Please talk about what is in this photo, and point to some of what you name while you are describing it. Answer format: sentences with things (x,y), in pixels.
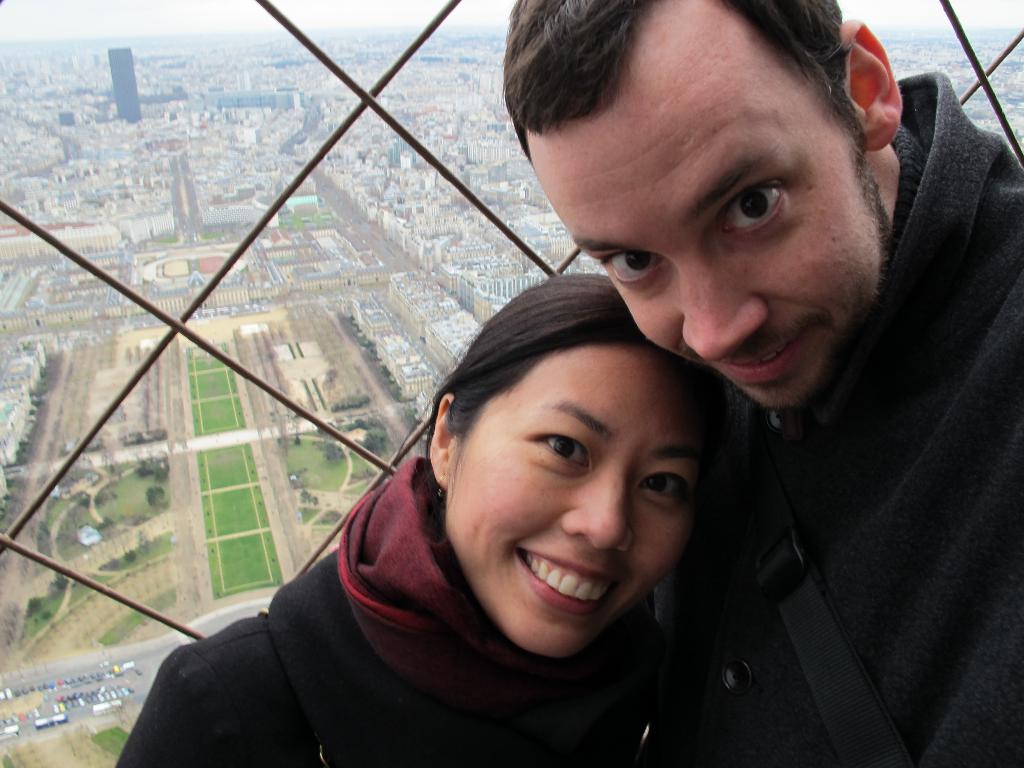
In the image there is a man (705,63) and woman (507,665) in black dress (190,749) standing in front of the wire fence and behind there are many buildings (166,204) all over the land (397,343) with a garden (218,415) on the left side (202,438).
